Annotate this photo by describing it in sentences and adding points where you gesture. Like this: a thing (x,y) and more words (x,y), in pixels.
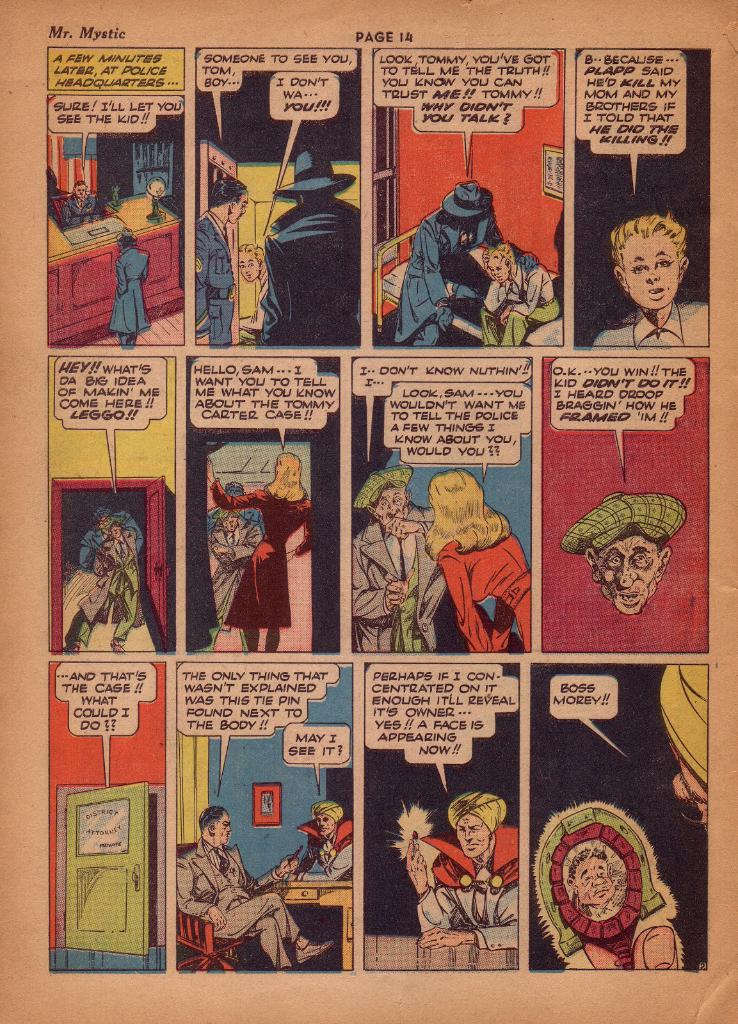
It is a comic book page. In this image there are depictions of people (117,604) and there is text (200,698) on the image.
